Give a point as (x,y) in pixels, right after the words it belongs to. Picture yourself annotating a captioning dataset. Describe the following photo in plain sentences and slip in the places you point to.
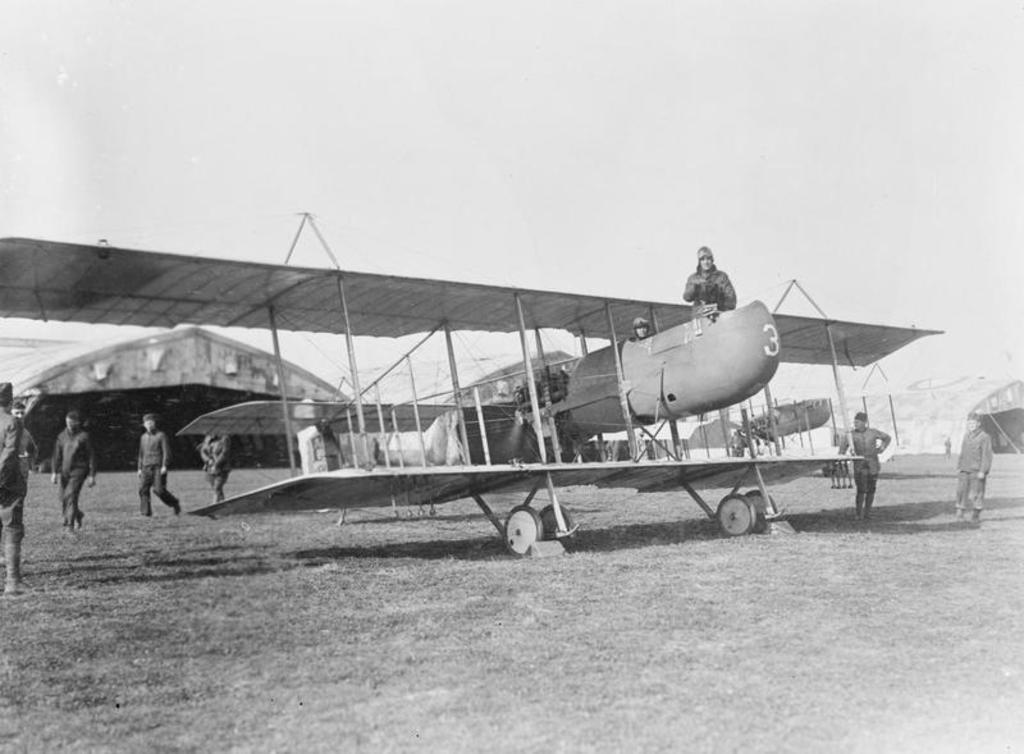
In this image there is an aircraft (349,494) and there are persons (87,463) on the ground (641,510) and there are persons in the aircraft (685,357). In the background (200,401) there are tents (153,373).
